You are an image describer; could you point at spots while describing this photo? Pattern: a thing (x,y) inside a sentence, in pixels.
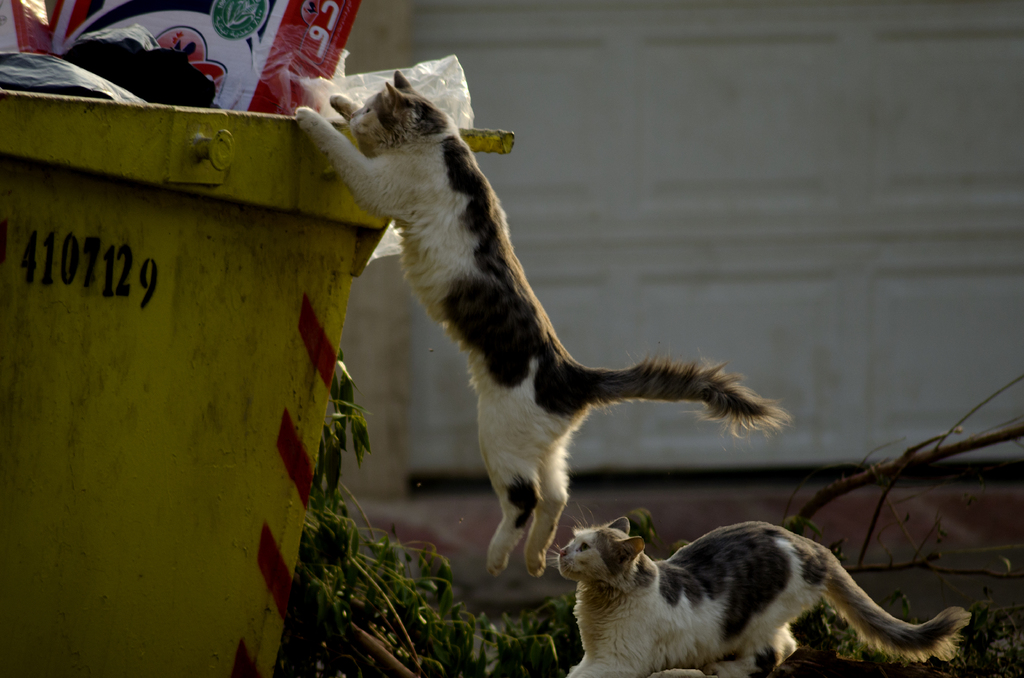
In this image there are two cats (556,393), one is jumping into the dustbin (179,277), beside the dustbin (233,459) there are leaves (359,578) of a tree (390,594). In the background (773,250) there is the wall (827,329).
